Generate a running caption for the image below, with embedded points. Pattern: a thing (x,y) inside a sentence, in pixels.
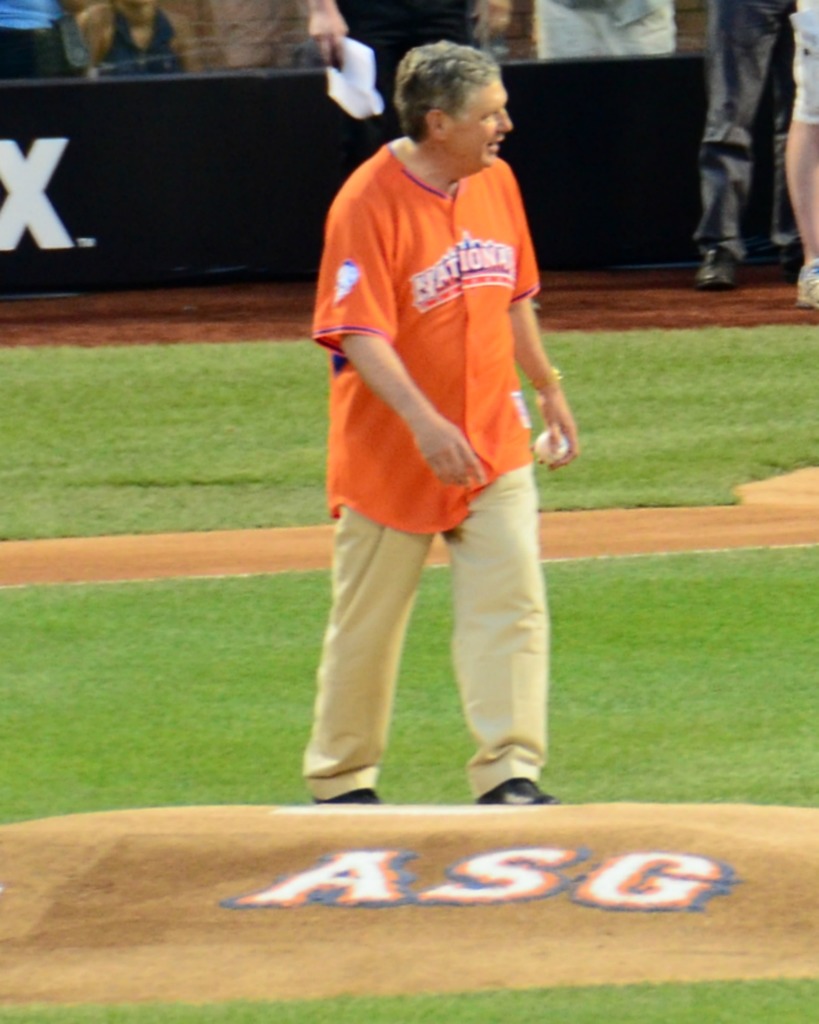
In this image I can see an open grass ground (408,702) and on it I can see a man (440,504) is standing. I can see he is wearing an orange t-shirt (489,369), pant (486,607) and shoes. I can also see he is holding a white colour ball (549,444). In the background (770,141) I can see a black colour board (539,135), few more people (802,218) and on the board (128,209) I can see something is written. On the bottom side of the image (343,863) I can see something is written on the ground (434,870).
